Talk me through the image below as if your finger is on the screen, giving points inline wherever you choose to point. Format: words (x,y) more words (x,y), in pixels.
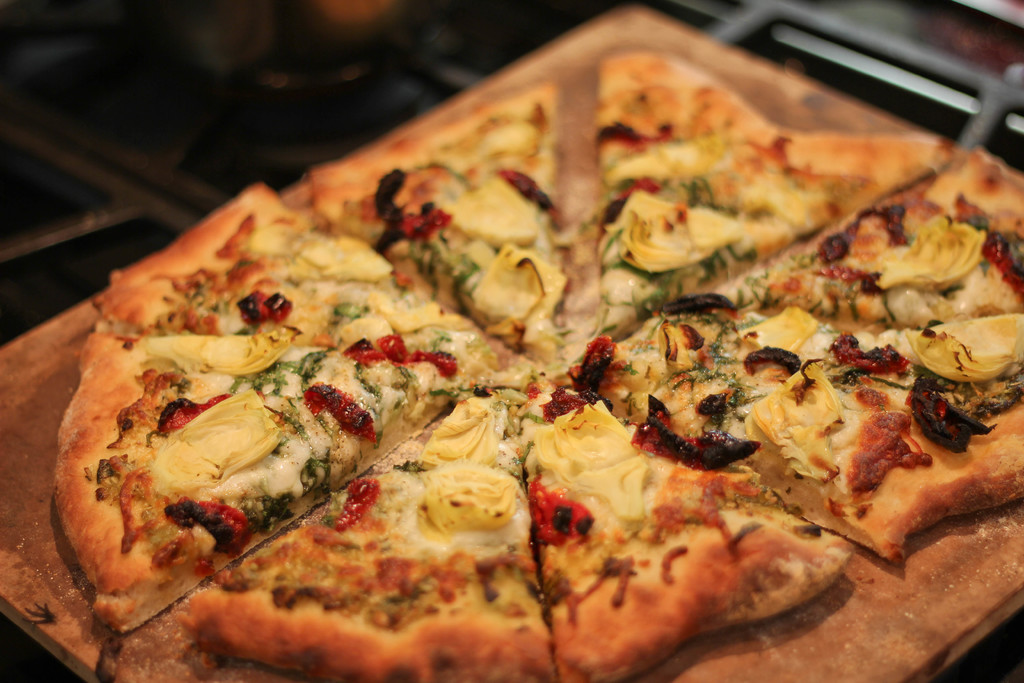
In this image we can see pieces of a pizza (492,322) on a wooden surface (818,636). In the background (1012,58) it is blur.
